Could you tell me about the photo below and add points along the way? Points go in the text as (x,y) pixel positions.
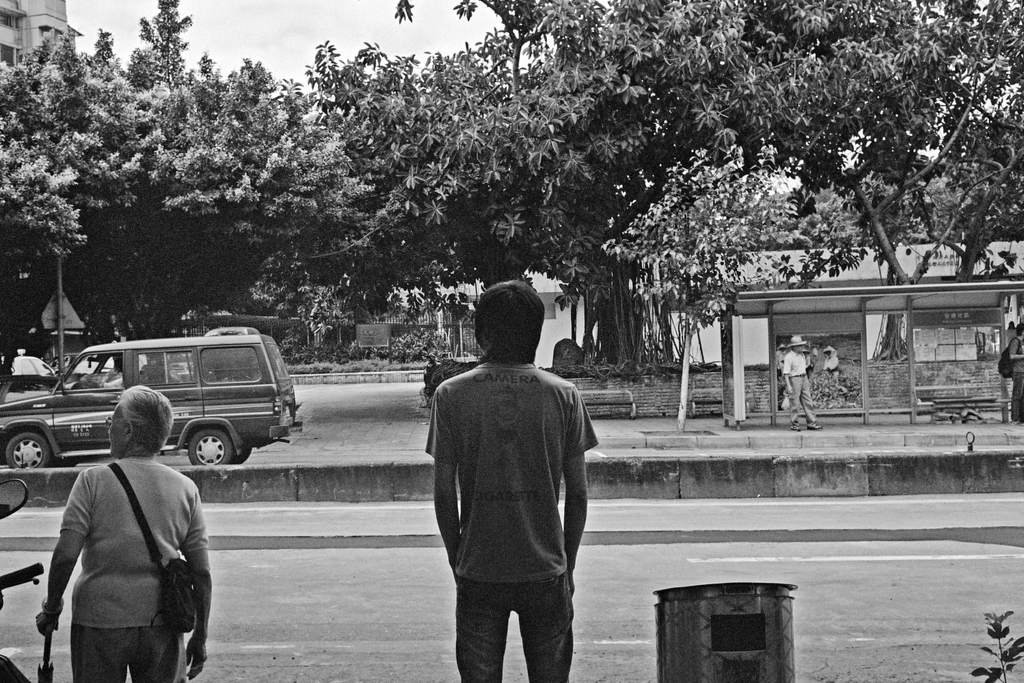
It is a black and white image there are two people (555,379) standing on the footpath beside a road (348,594), on the left side (8,586) there is some vehicle (18,576) beside the person (125,587) and on the opposite road (251,463) of the footpath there is a vehicle (151,371) and a bus bay (844,376), a few people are waiting in the bus bay (941,329) and in the background (518,161) there are plenty of trees (413,234) and on the left side (24,10) there is a building (42,9).
